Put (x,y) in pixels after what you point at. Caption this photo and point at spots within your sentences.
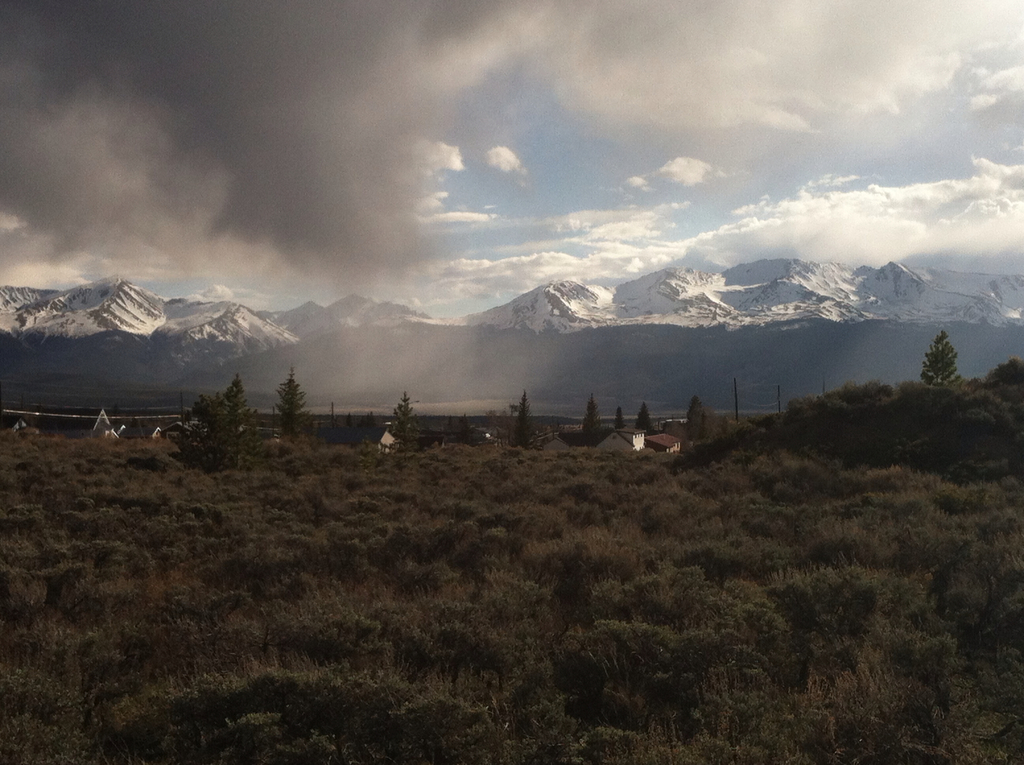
There are plants (545,554) and trees (236,425). There are buildings (668,434) at the back (385,425). There are mountains (474,315) behind them and there are clouds (880,23) in the sky (515,179).
